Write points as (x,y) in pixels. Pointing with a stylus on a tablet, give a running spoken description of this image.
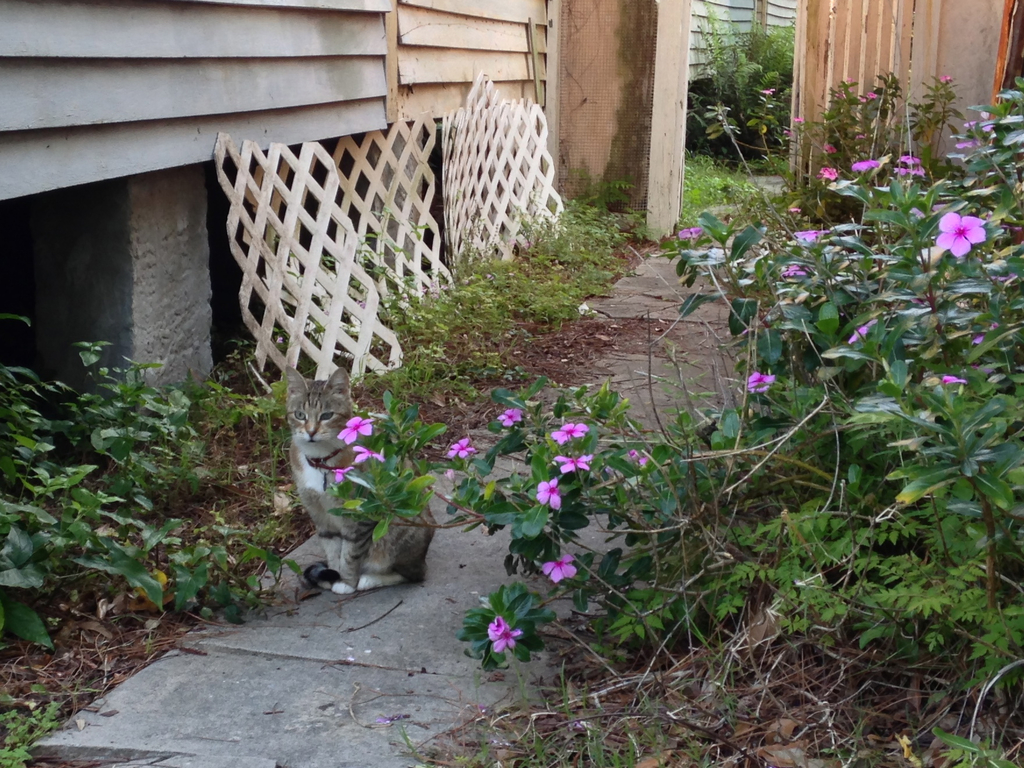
In the image there are flower plants (880,312) on the right side (763,454) with cat (311,452) sitting in the middle of the path (356,721), on the left side (202,223) it seems to be a building (154,16), in the back (690,184) there are plants (715,88).
